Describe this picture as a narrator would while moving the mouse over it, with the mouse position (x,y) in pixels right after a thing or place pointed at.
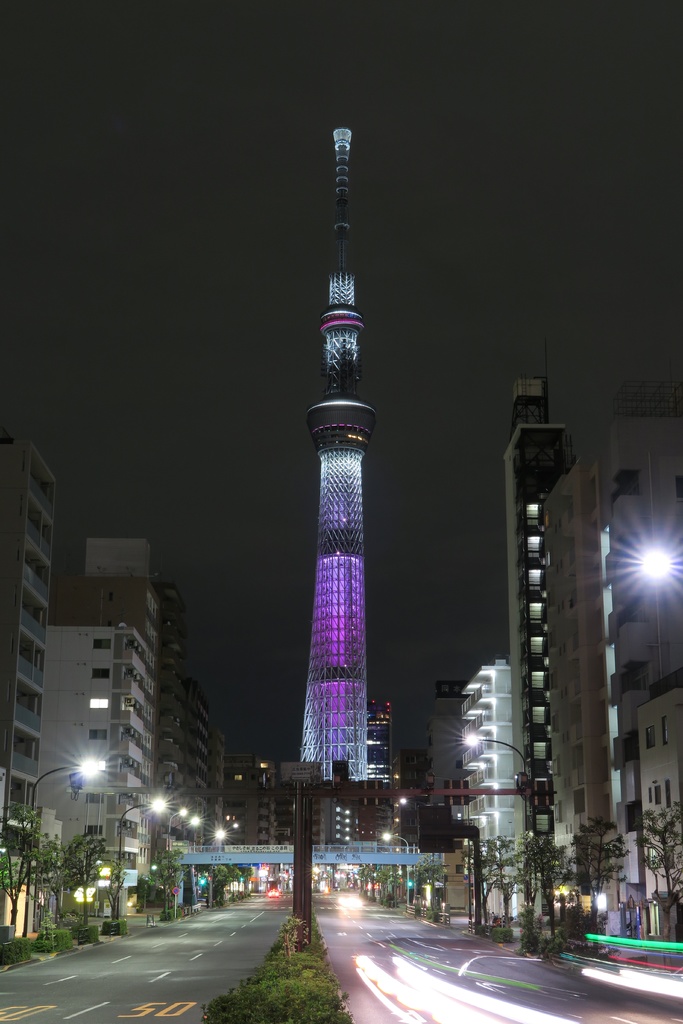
In this image we can see the buildings (353,291), lights (655,578), there are a few plants (330,973) and trees (237,874), street lights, there is a road (359,927) and vehicles (355,899), we can see the sky (559,222).
